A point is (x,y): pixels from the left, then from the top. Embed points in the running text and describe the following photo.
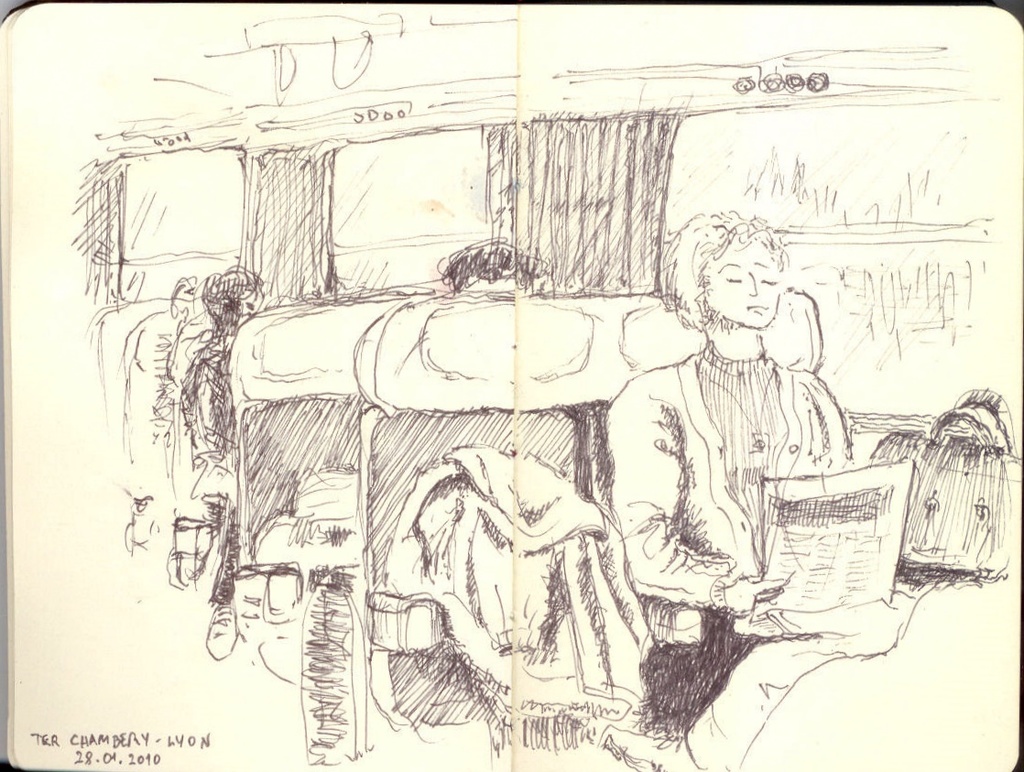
There is drawing in which, there is a person (752,238) sitting on a seat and holding a news paper (904,479). Beside this person (752,506), there are other persons (221,287) sitting on the seats (348,548) of a vehicle (290,105). In the left bottom corner (46,740), there is a watermark (168,737). And the background (167,717) is white in color.
